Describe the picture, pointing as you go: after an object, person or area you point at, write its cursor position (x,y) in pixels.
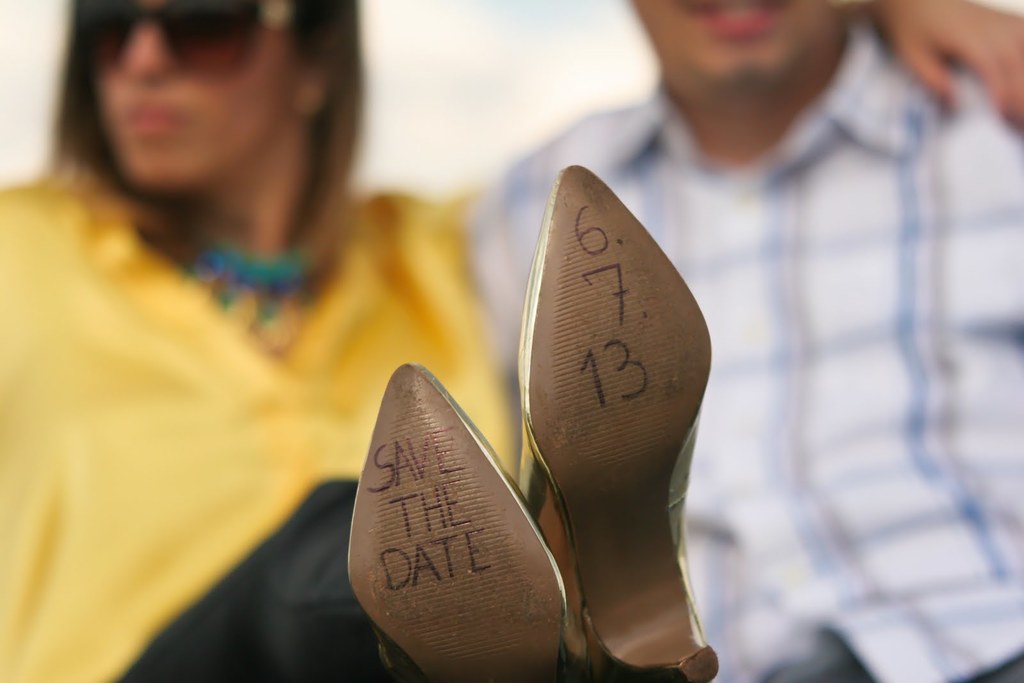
In this image we can see texts (443,526) and digits (580,233) written on a footwear (426,457). In the background (352,141) there are few persons (575,143).
